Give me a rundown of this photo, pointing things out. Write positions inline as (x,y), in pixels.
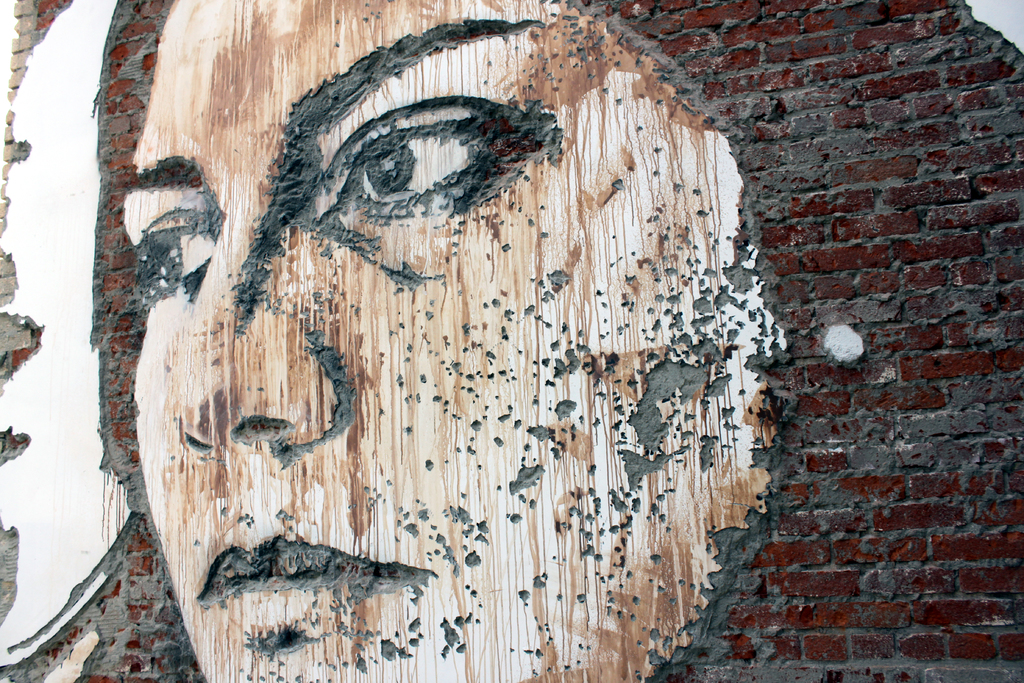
In this picture we can see the face (353,447) of a person (249,420) on the wall (743,345).
